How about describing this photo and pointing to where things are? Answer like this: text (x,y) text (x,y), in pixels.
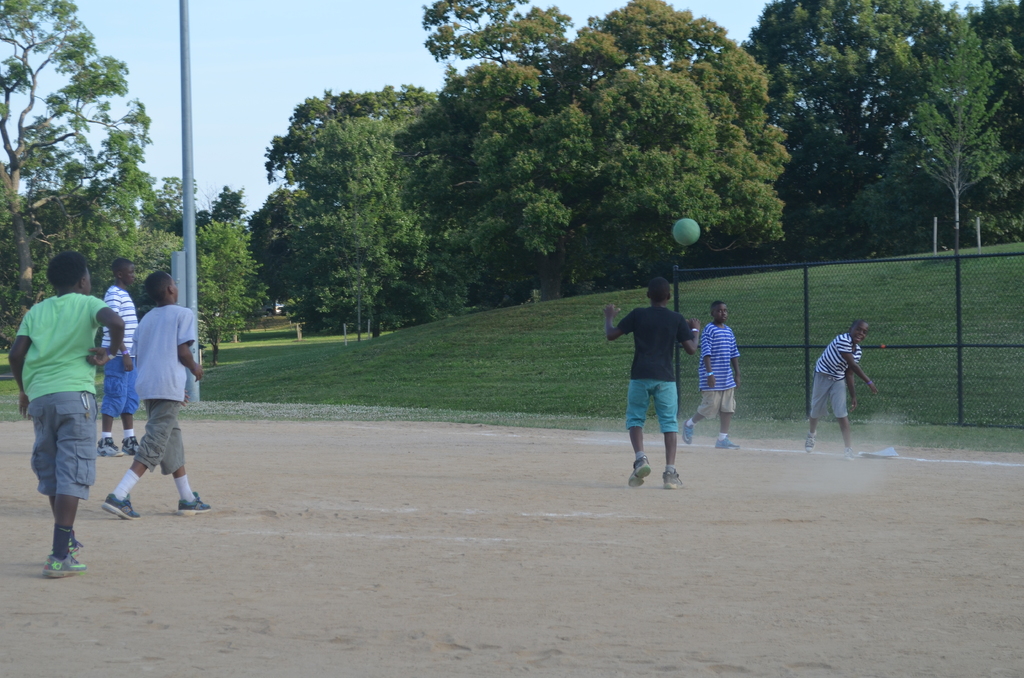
In the image there are few children (157,340) playing on the ground (707,480) and behind them there is a grass surface (330,370) and trees (126,241).
